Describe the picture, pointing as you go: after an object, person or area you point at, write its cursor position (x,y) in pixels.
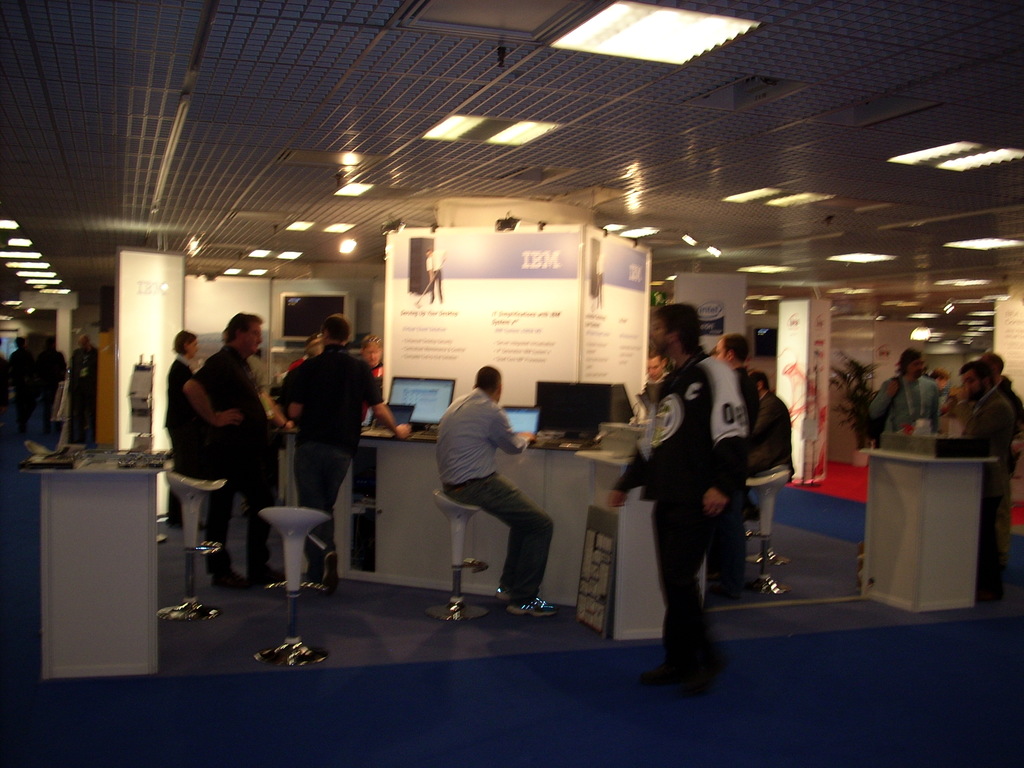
In this image there are empty stools (283,525) and there are persons (322,407) standing and sitting, there are tables (294,497) and on the table (621,507) there are objects (947,448), there are monitors (536,417), there are boards (417,346) with some text (496,345) written on it and at the top (490,122) there are lights (633,164).
